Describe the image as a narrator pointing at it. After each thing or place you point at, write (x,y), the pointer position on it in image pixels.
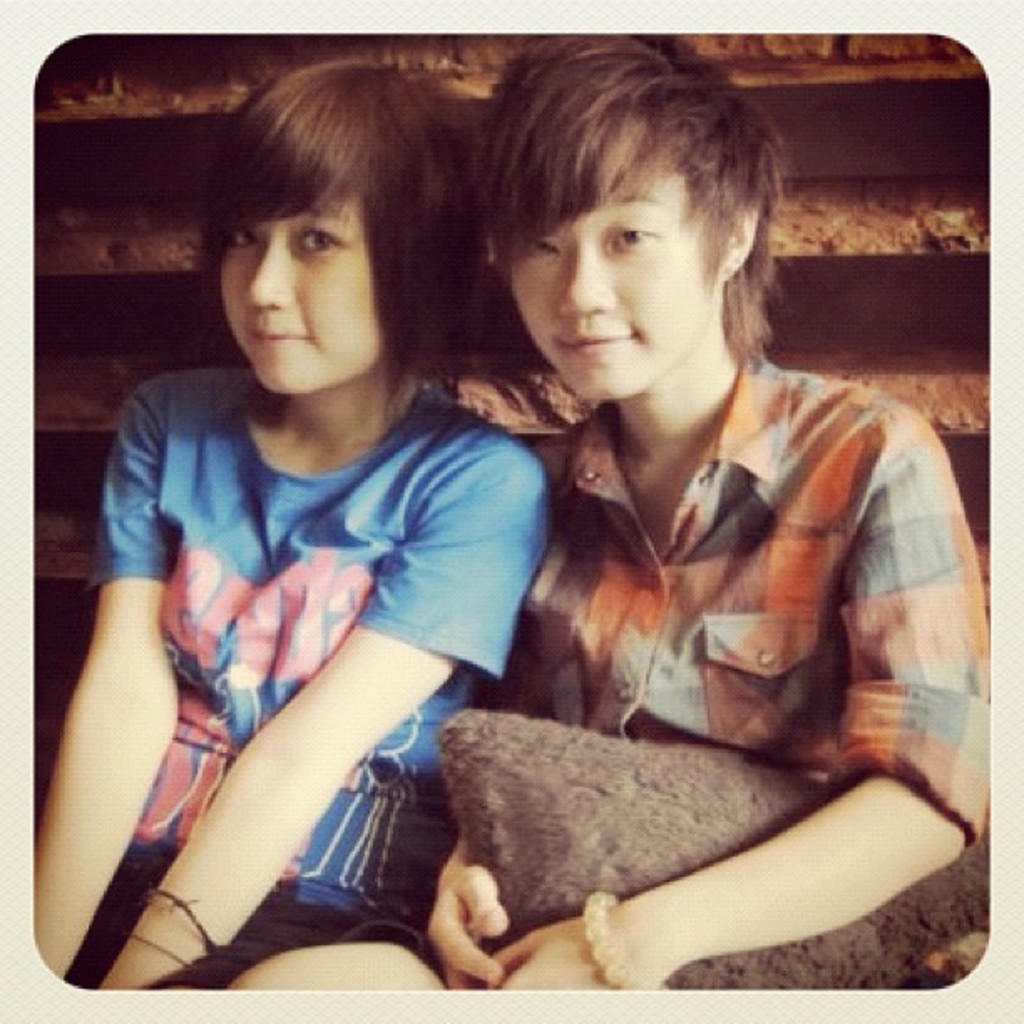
In this image we can see two women (529,591) sitting. In that a woman (637,694) is holding a pillow (786,791).
